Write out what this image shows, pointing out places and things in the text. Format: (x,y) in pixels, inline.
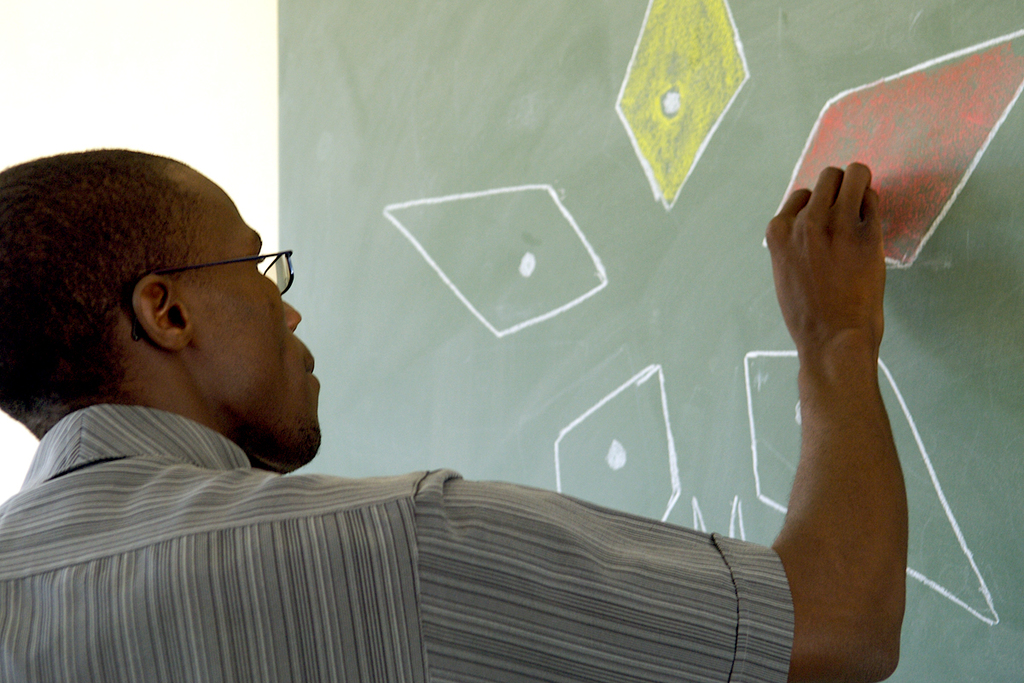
This picture is clicked inside. On the left (105,222) there is a person (167,352) wearing a shirt (210,556), standing, holding a chalk piece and seems to be drawing something on a board (634,128). On the right (714,57) we can see the drawing (974,112) on the board (387,288).
